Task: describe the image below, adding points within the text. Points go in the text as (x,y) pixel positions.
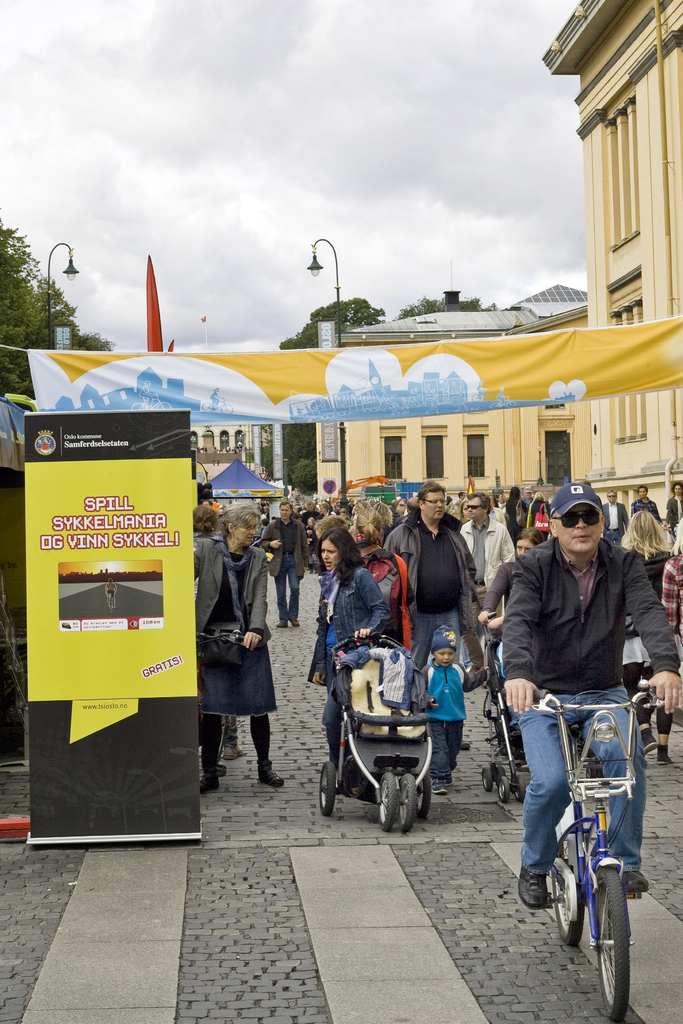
In the picture we can see a public (267,707) and a man (530,840) riding a bicycle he is wearing a cap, black glasses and black jacket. In the background (327,277) we can see a buildings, trees (1,350), and sky (270,302) with street light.
